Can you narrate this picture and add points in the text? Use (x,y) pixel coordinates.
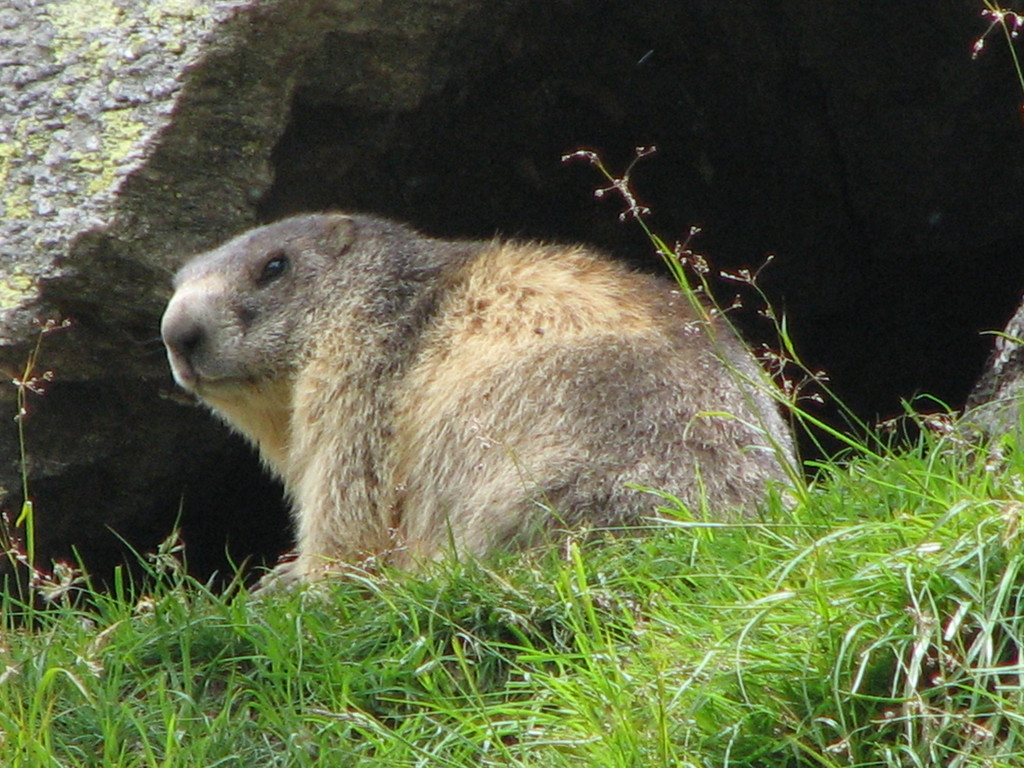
In this image we can see an animal (401,330). Also there is grass (554,650). In the back (477,130) there is rock (456,124).
